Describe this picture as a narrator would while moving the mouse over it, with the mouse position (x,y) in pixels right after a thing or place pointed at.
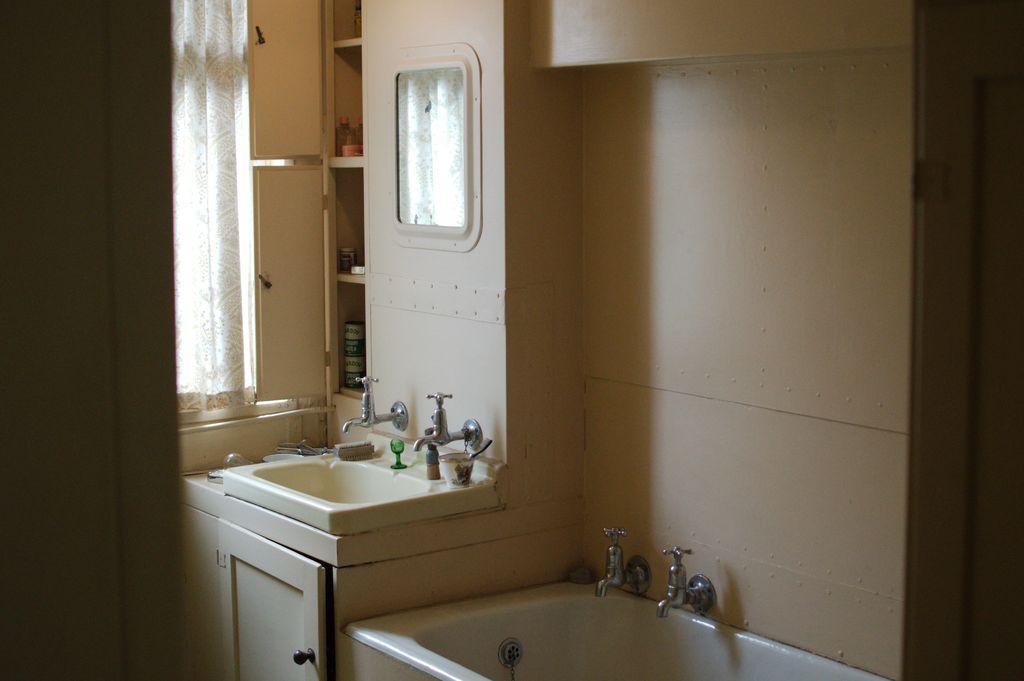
In this image we can see an inner view of a bathroom (562,469) containing a sink (407,469) with two taps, cupboard (303,585), bath tub (547,637) with two taps (629,578), wall (661,571), mirror (460,223) and a bowl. We can also see a window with curtain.
